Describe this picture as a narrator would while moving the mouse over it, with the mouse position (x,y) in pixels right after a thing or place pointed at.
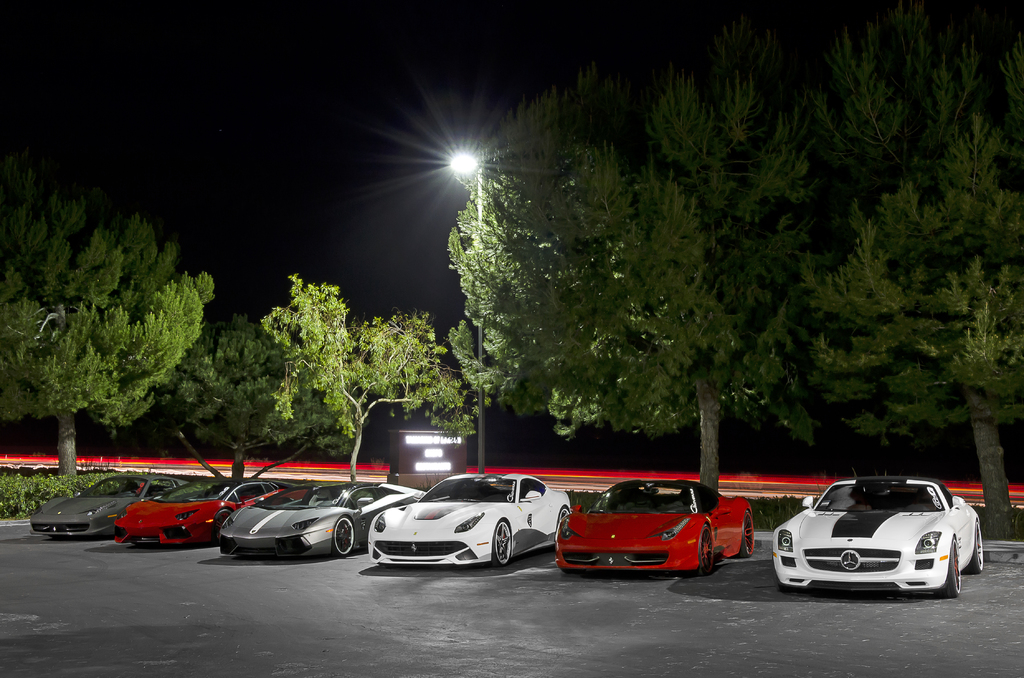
In the picture we can see a parking area (534,583) with cars (154,497) are parked on it and behind it, we can see light trails (289,464) and behind it we can see some trees (460,215) and pole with street light (469,156).
